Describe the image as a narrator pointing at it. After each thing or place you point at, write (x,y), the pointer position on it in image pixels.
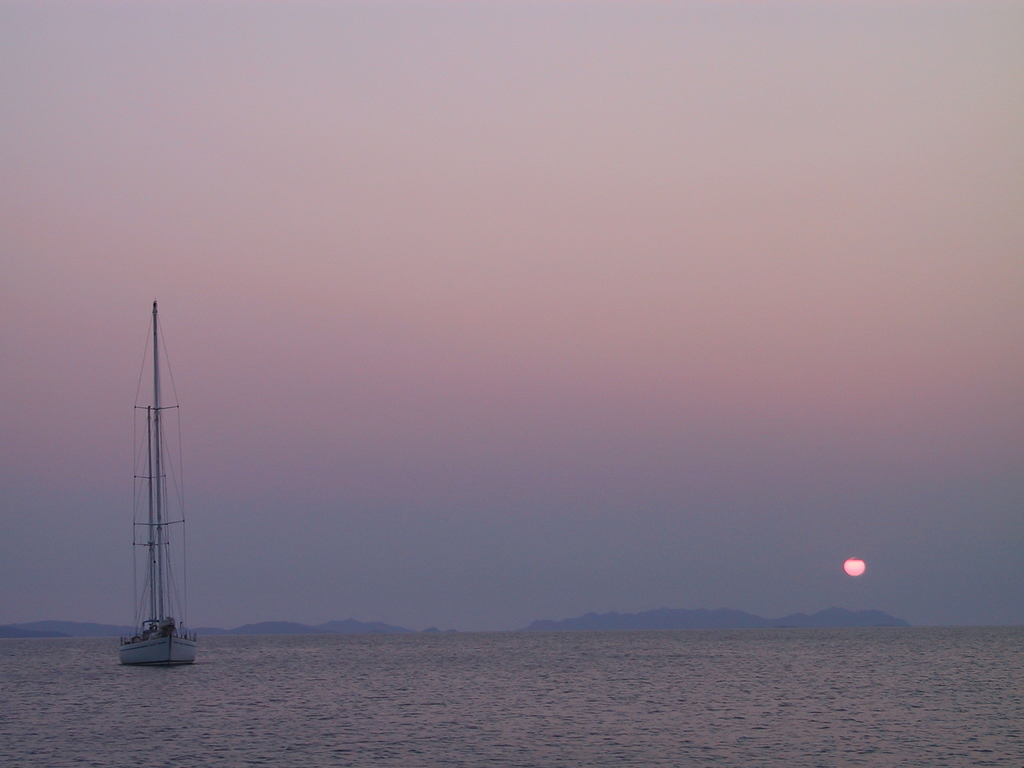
In this image I can see a boat (176,647) which is white in color on the surface of the water (293,679). In the background (677,620) I can see few mountains (632,619), the sky (424,546) and the sun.
